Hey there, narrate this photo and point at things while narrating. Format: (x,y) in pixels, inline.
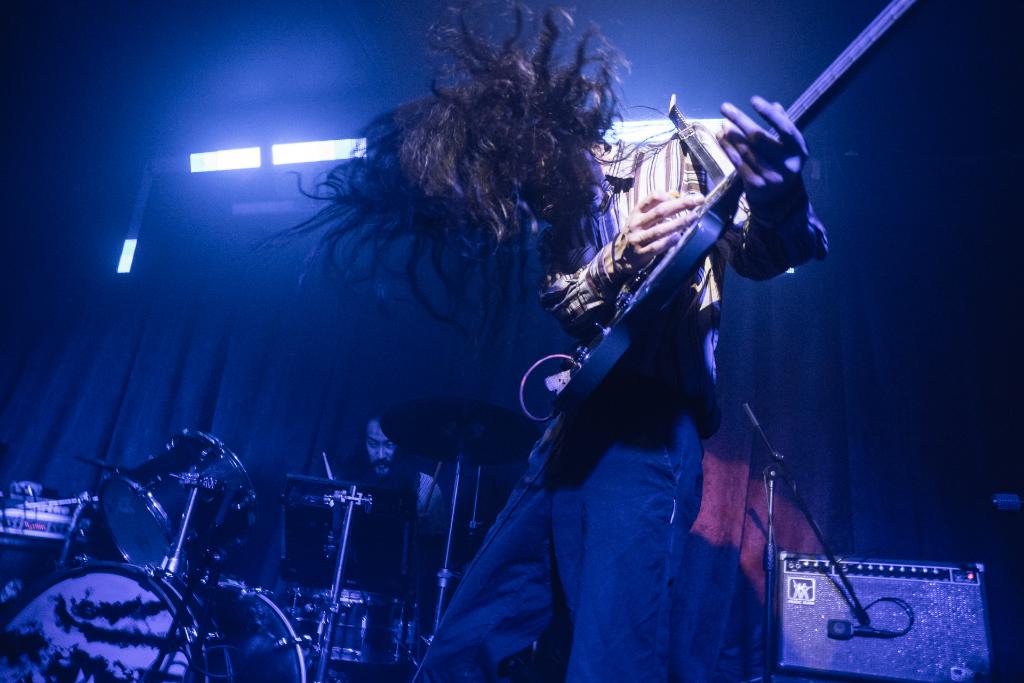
In this image a man (618,283) is playing guitar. Beside him another person (378,450) is playing drums (214,535). There is speaker (923,627) in the right (921,627). In the background (306,458) there is curtain (275,295) and lights (205,172).
